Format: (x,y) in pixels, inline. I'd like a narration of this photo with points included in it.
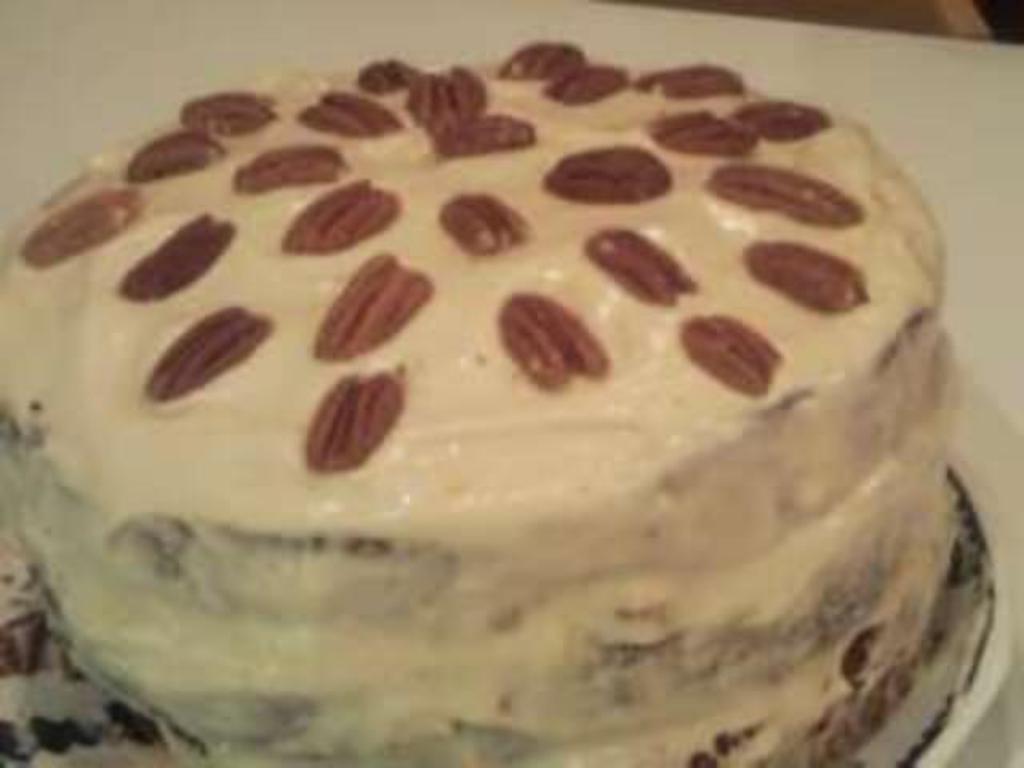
In this picture I can see there is a cake (639,334) and there are some sprinkling (442,150) on it. The cake (813,517) is placed on the white color surface (373,20).
